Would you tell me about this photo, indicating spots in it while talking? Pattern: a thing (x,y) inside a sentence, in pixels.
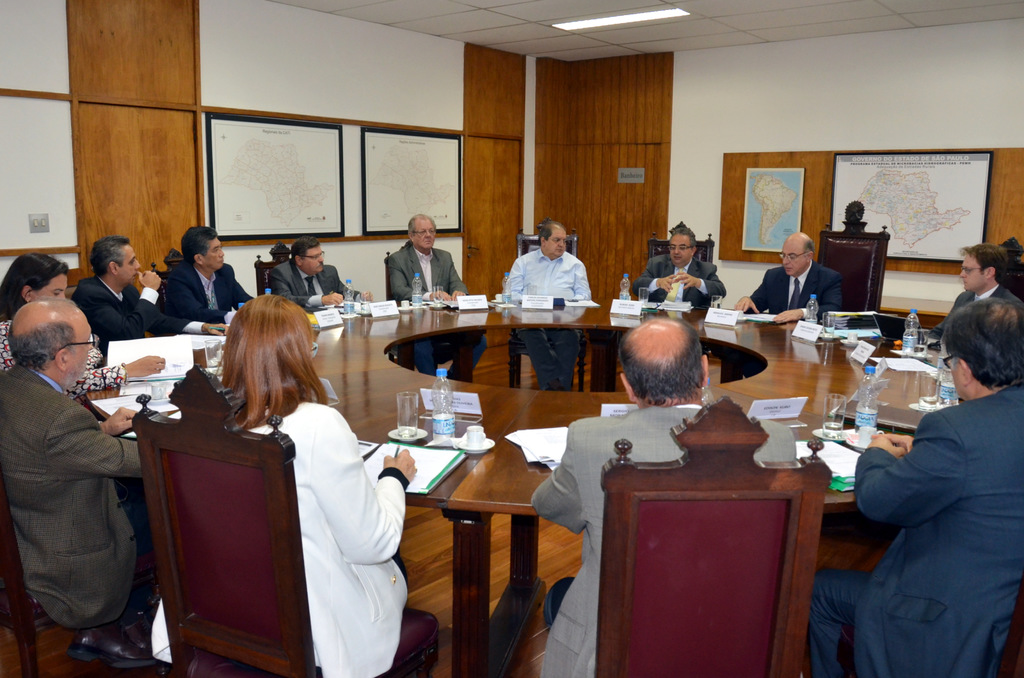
In this image I can see number of people (967,329) are sitting on chairs (851,653). Here on this round table (887,343) I can see few bottles (903,338). On this wall (74,239) I can see maps (760,245).
